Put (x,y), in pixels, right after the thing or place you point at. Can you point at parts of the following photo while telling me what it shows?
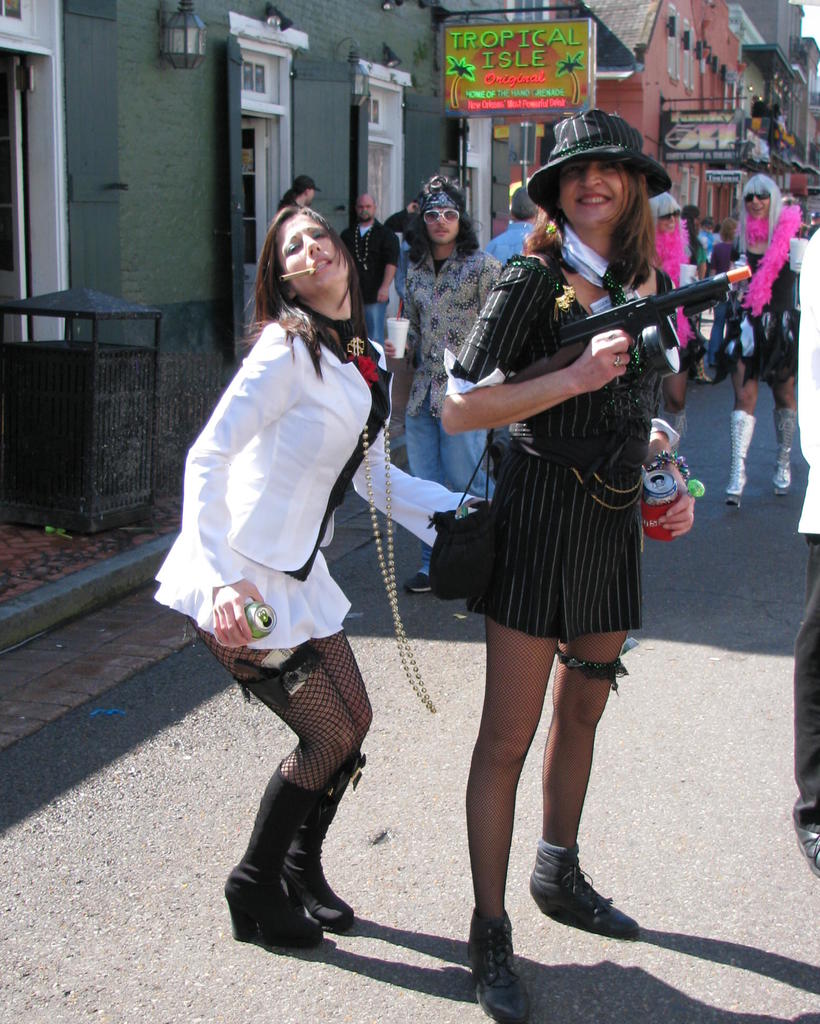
In this picture we can see a group of people (788,440) where some are standing and some are walking on the road (773,622), tins (250,619) and in the background (510,58) we can see buildings (739,110) with windows (396,145), banners (538,90).
